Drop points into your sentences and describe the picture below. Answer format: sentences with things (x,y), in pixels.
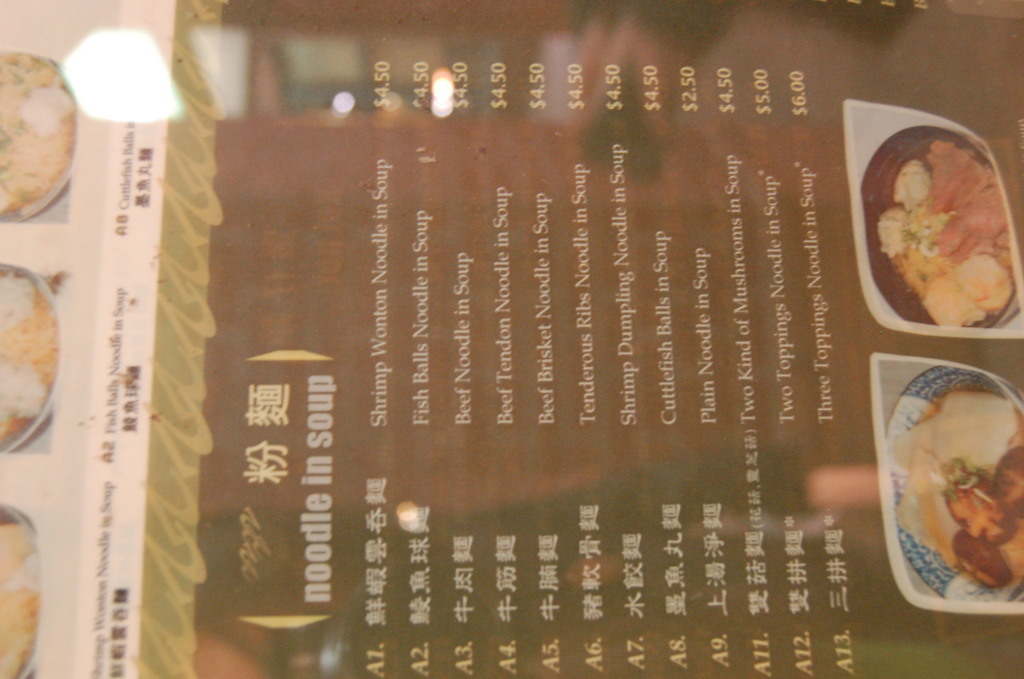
In this image we can see a menu card (450,485) on which some dishes name (423,232) and price details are there.
